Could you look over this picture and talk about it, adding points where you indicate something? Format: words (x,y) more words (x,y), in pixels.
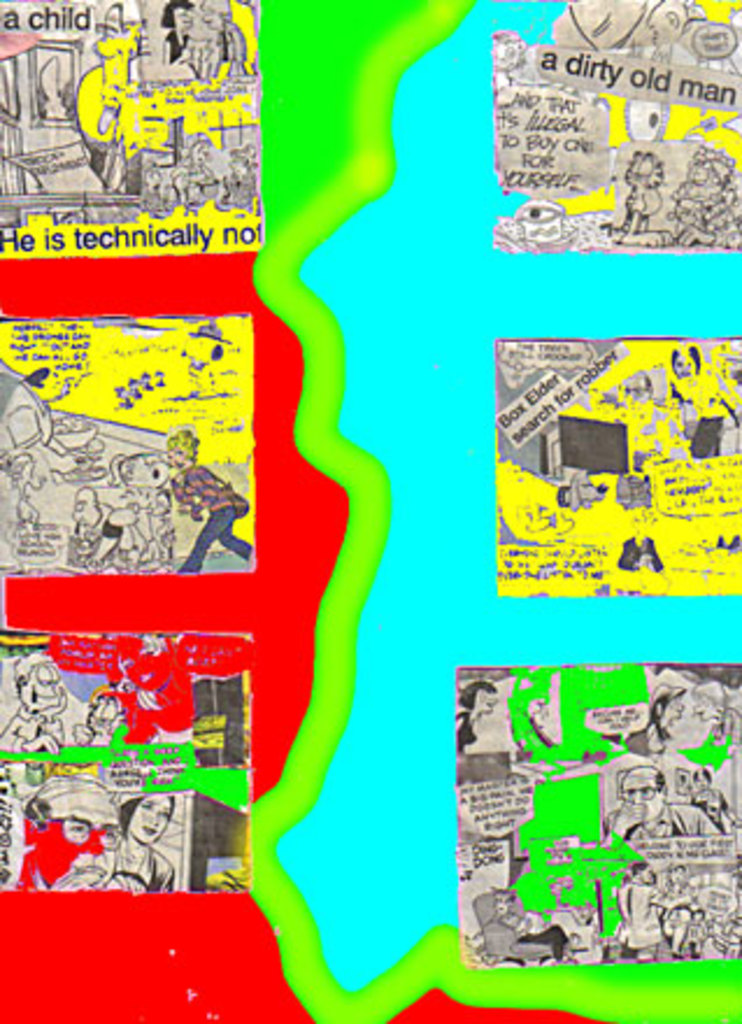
In this picture there is a poster (468,331). In that I can see six frames (10,114). In that I can see the cartoons (194,514).
